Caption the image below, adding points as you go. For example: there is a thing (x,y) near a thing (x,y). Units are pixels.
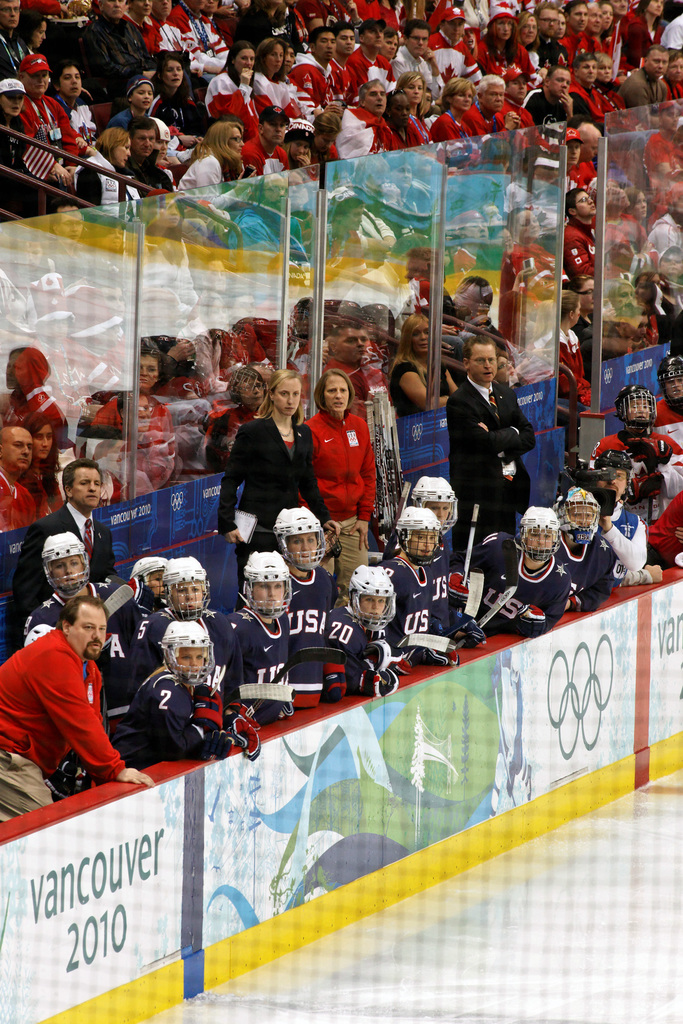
In this image we can see a group of people (417,573) sitting. In that some are wearing the helmets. In the center of the image (342,503) we can see a group of people (248,552) standing beside a glass fence (198,406). On the bottom of the image (123,926) we can see some text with a logo (550,690) on the fence (472,822).
